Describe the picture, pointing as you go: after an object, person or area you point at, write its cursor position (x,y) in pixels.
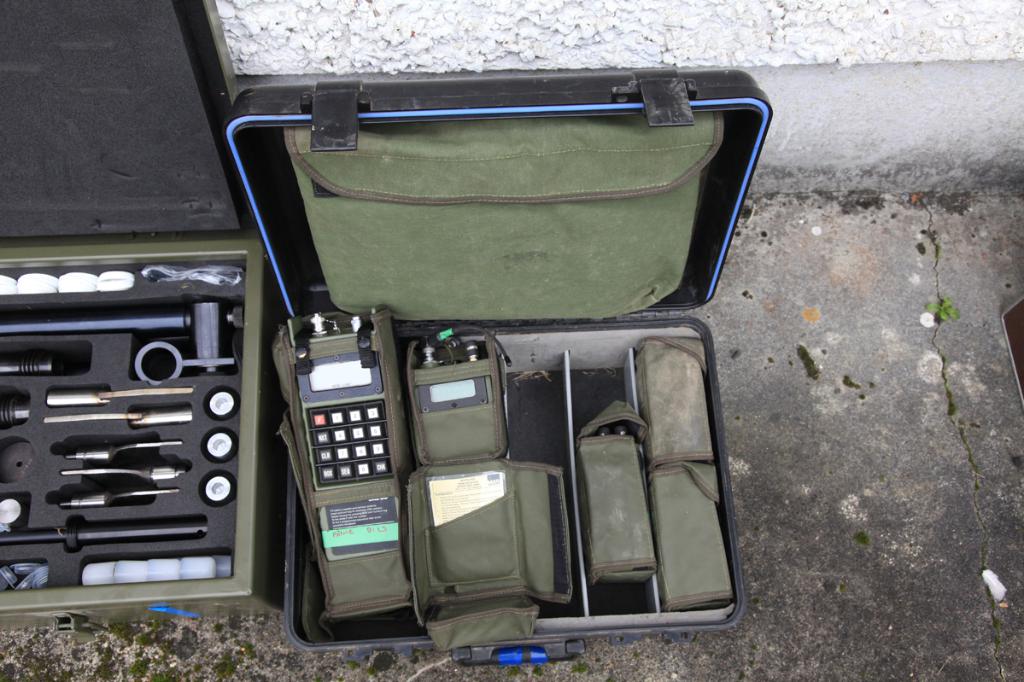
In this image, we can see some brief cases (300,292). Among them, we can see some devices (321,439) in one brief case (572,387) and some tools (217,440) in the other brief case (65,445). We can see the ground (771,442) and the wall (813,41).
